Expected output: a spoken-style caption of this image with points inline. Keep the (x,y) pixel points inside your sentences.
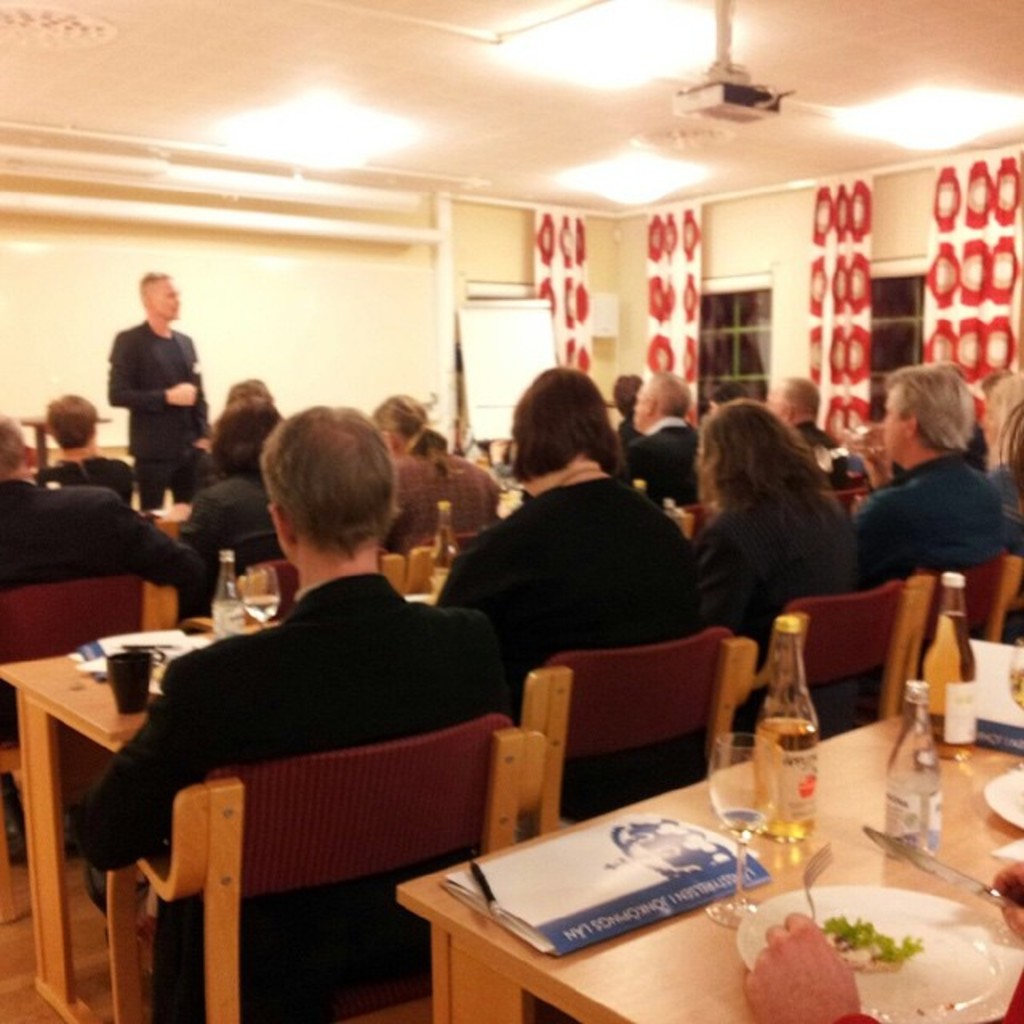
Here we can see a group of people (671,419) sitting on chairs (505,732) and tables (102,742) in front of them having bottles (808,760) and glasses (763,818) and plates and in the left (196,417) there is a man (109,381) standing and at the top right (738,97) there is a projector (719,86).
